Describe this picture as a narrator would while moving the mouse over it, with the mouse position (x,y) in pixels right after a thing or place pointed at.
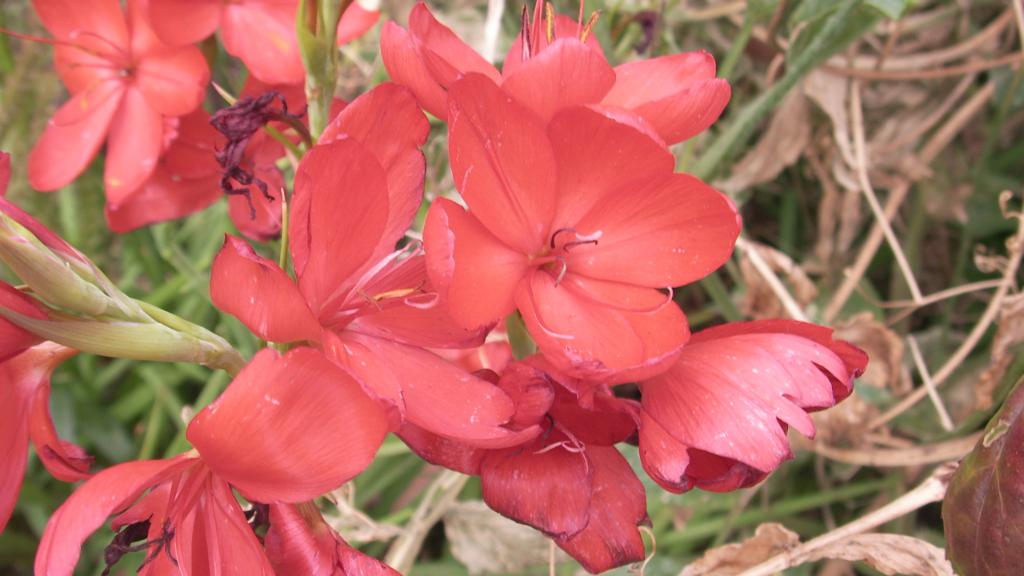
In this image I can see few red color flowers (532,381) and green color leaves (119,257). I can see the dry plants (827,121).
